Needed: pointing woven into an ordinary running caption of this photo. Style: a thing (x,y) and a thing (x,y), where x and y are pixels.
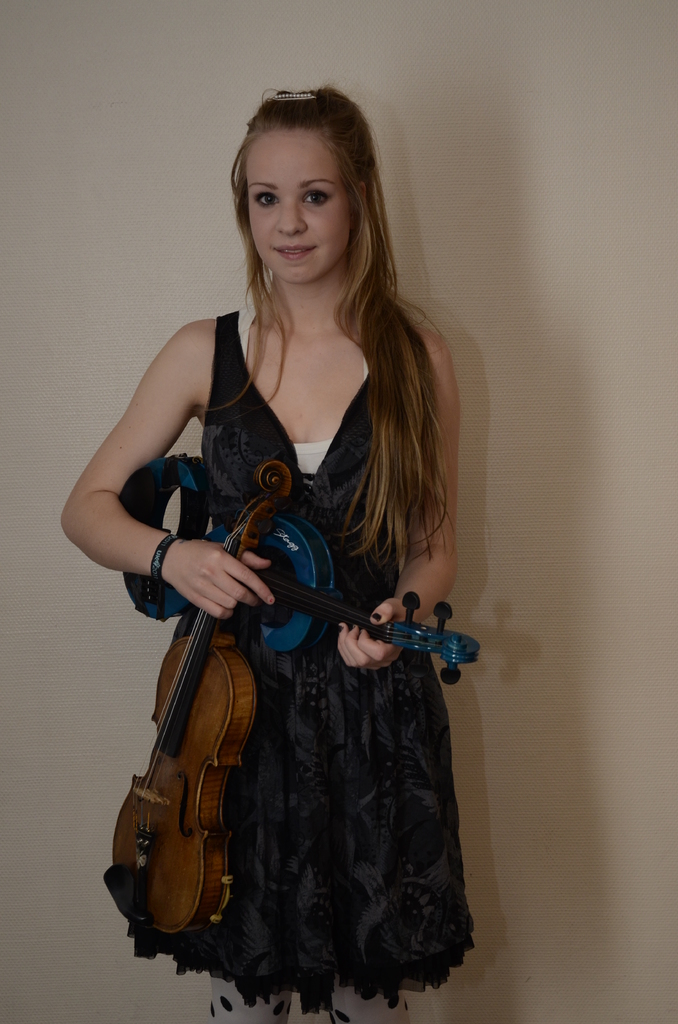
In this image, there is a lady (352,128) standing and holding two violins (213,815) which are brown and blue in color. In the background (59,711) there is a wall (82,320) which is white in color. This image is taken inside a house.
